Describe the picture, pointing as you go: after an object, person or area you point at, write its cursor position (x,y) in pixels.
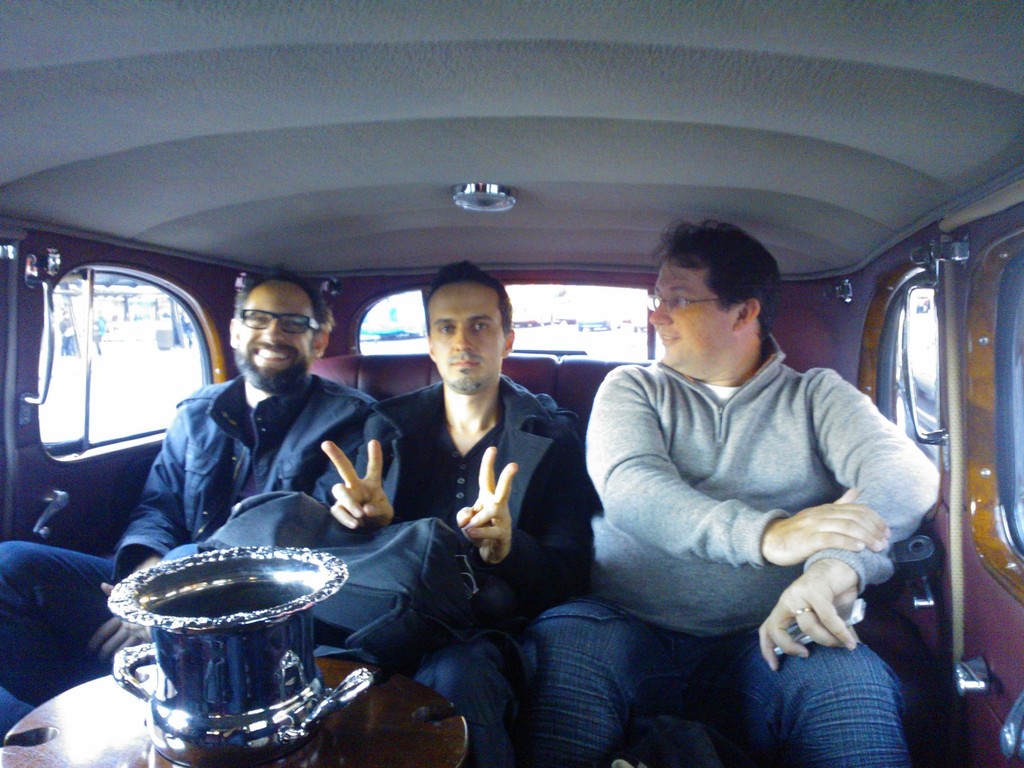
In this picture we can see three men (386,450) sitting inside a vehicle (17,203). This is a table (370,748) and on the table (352,722) we can see a bucket (217,619).
